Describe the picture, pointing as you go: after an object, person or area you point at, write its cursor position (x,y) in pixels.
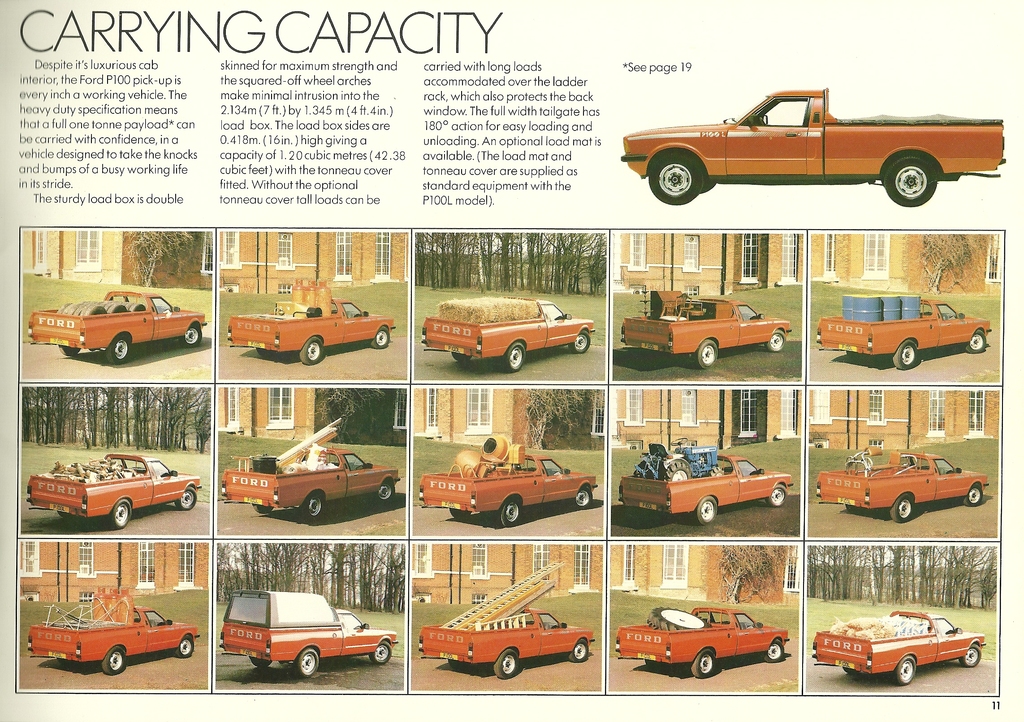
At the top (327,185) we can see texts (274,184) written and a vehicle picture (747,132) on the paper (159,89) and on the same paper (557,678) we can see few vehicles pictures (569,523) in square boxes (322,438).
